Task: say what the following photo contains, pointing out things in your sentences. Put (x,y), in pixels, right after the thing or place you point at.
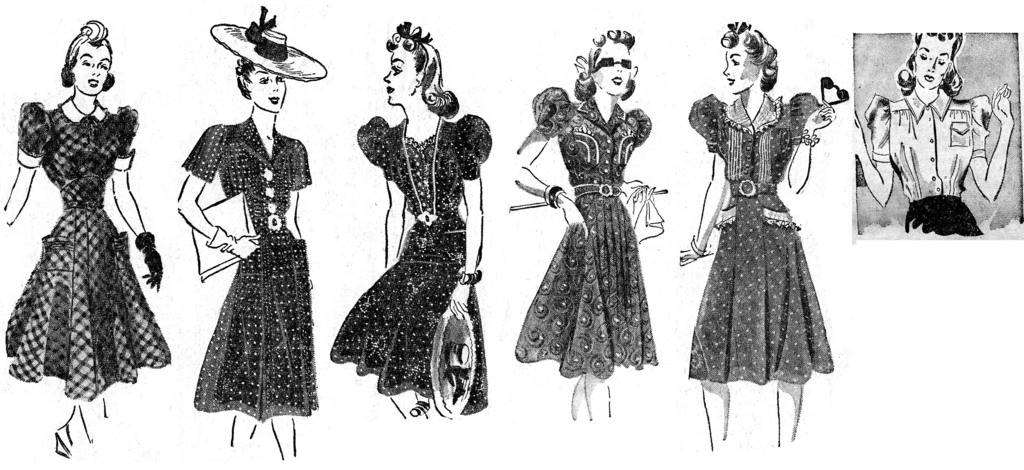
In this image we can see drawings (62,222) of girls (145,255).
